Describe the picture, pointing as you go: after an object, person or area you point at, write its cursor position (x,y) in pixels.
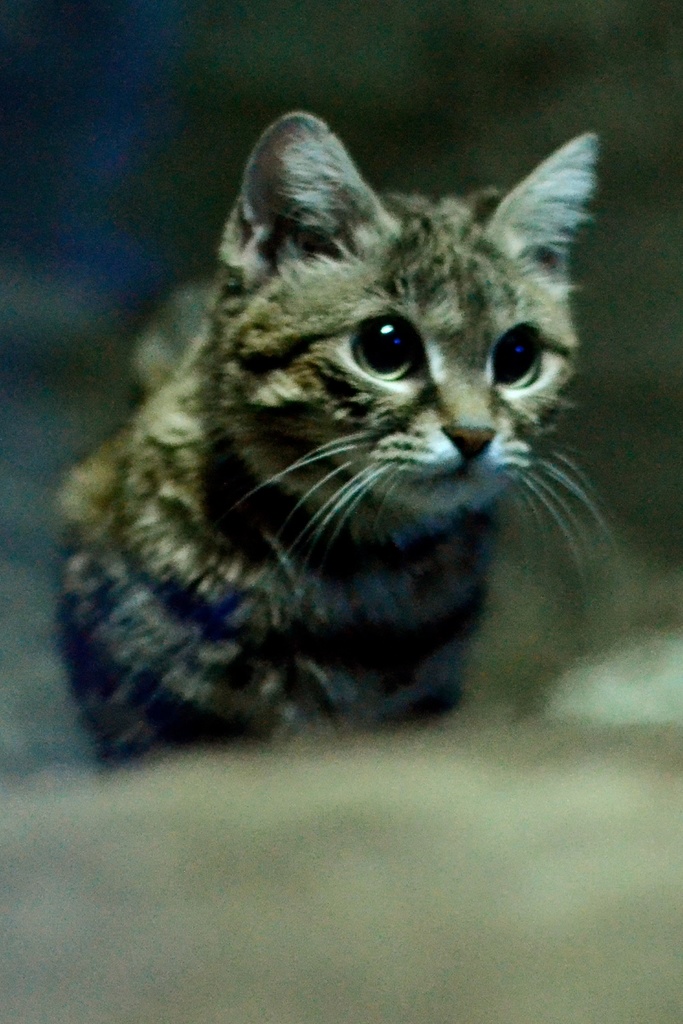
In this picture there is a cat (385,487).
